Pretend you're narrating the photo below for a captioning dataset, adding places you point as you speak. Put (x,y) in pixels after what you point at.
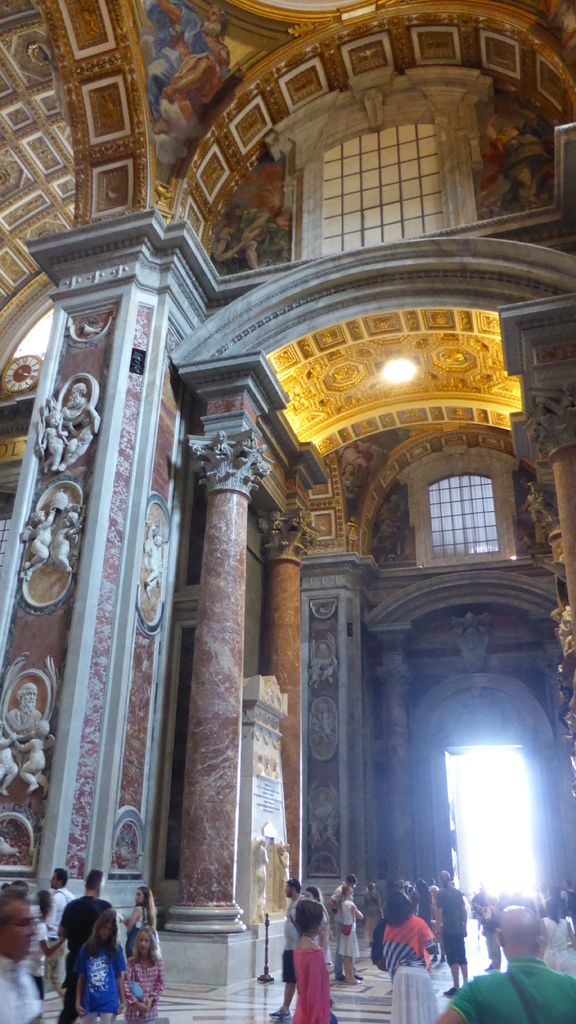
The image is taken in the hall (311,447). At the bottom of the image (94,971) there are people (546,926) and a door (496,820). At the top (378,183) we can see a light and windows (415,223).
